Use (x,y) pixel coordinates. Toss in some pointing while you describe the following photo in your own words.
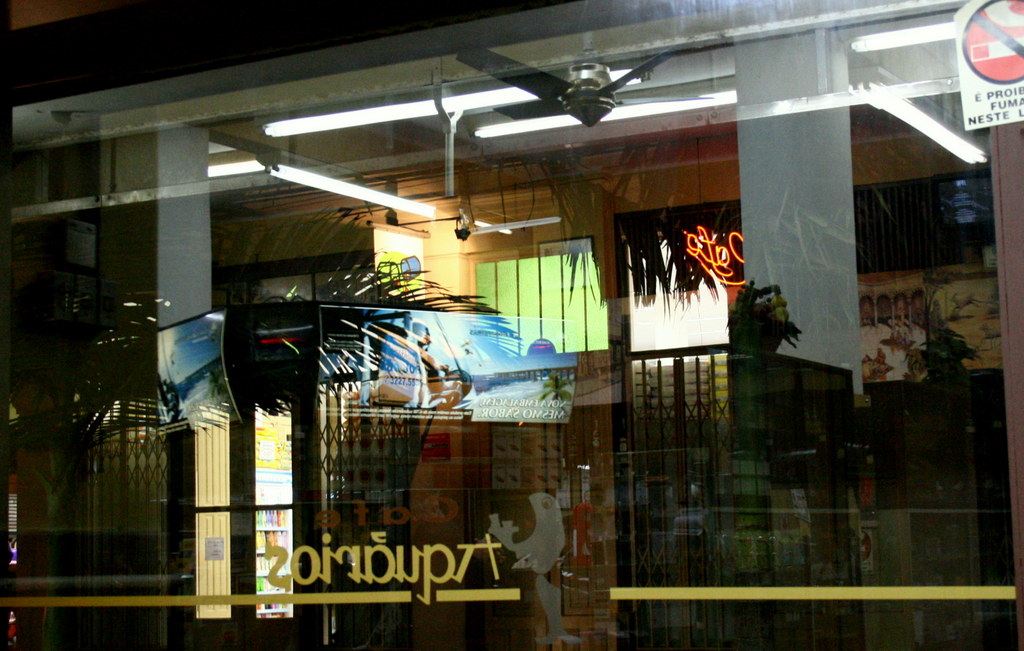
In this picture, it seems like a glass window (90,268) in the center (463,385), where we can see the reflection (161,102) of trees (360,329), metal gate (663,365), fan (541,110), light (541,118) and stalls (260,524).
